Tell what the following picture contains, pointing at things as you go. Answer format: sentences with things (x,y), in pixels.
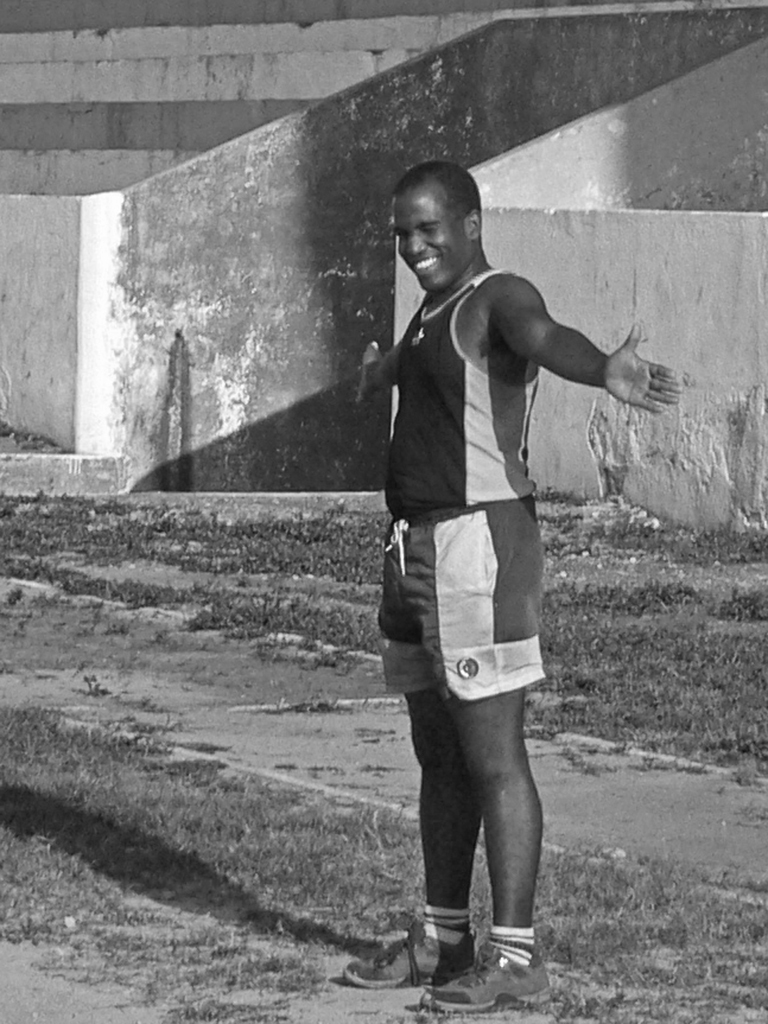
On the right side (515,600), there is a person (495,315) in a shirt (495,386), smiling and doing exercises on a ground (543,884), on which there is grass (586,852). In the background (253,307), there are steps (535,4) and there is a wall (689,137).
